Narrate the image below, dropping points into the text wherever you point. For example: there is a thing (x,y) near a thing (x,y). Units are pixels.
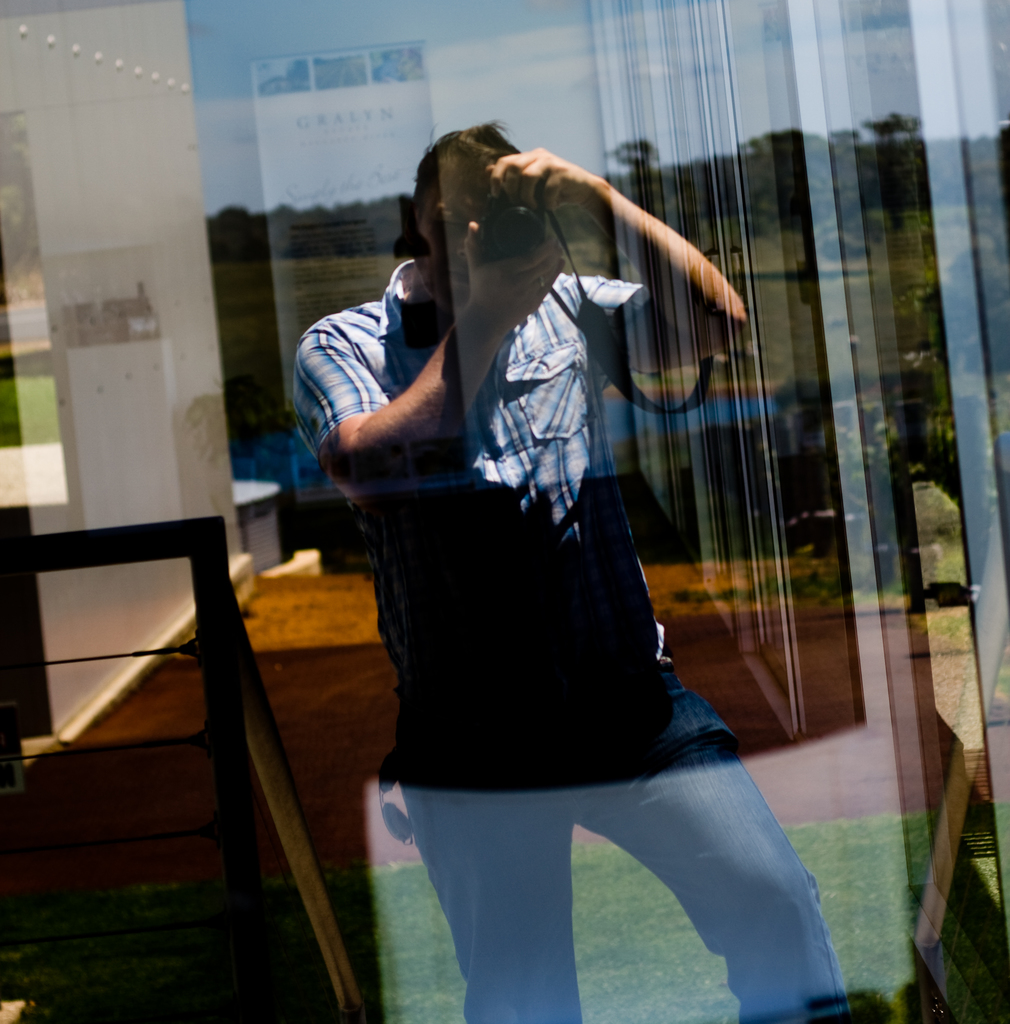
In the picture I can see a person (502,452) is holding a camera (504,221) in hands (499,266). In the background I can see trees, the sky (363,182) and some other objects (787,410).
